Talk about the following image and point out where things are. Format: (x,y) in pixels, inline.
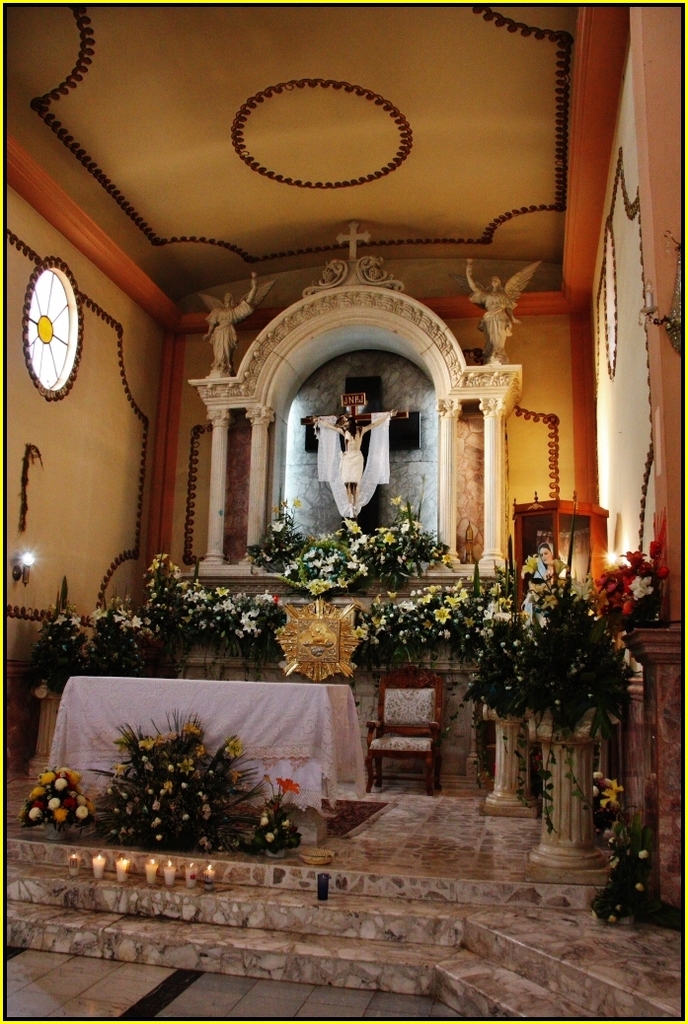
In this image there are plants (205,744) with flowers (364,565), sculptures (320,442), holy cross symbol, table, chair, lights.
